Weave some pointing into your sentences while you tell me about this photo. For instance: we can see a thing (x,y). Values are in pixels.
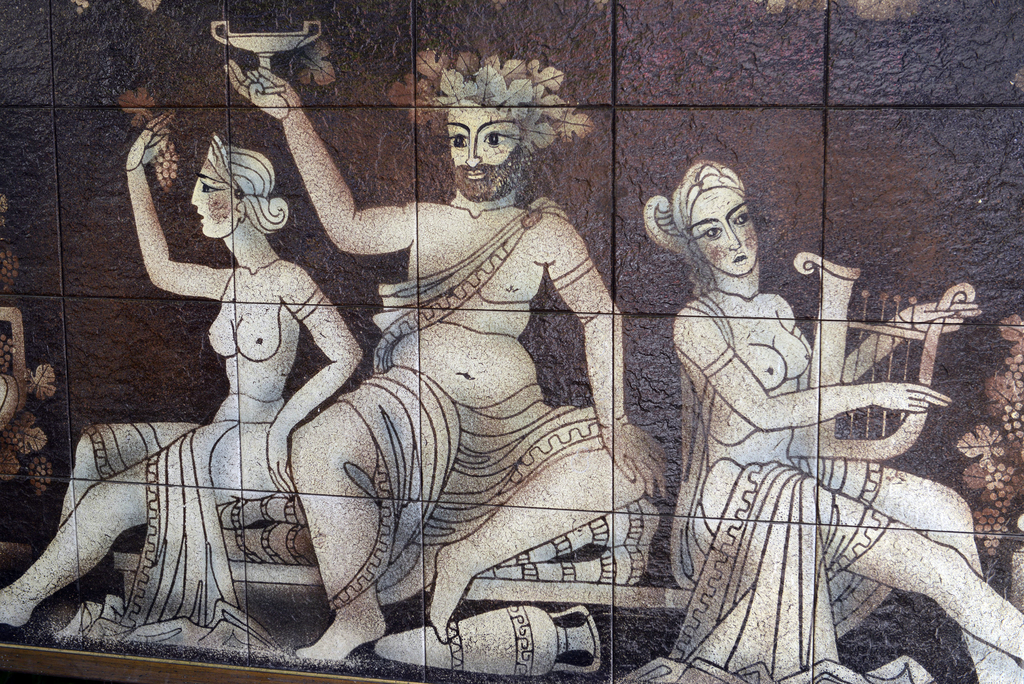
In this image we can see the brown color stone wall (936,190) on which we can see a painting (182,467) of a man (493,166) and two women (777,368) sitting. Here we can see the pot (499,635).
